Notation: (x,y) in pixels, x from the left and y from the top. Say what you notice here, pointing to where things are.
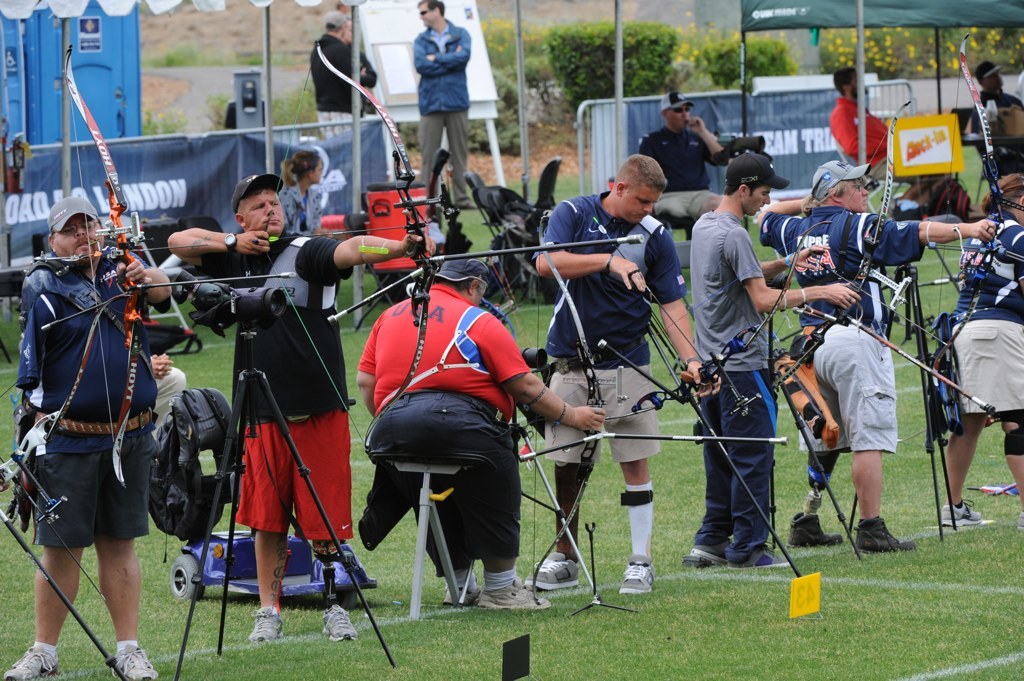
In the background (734,62) we can see the plants (734,62). In this picture we can see plants (163,129), flowers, railings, banners (39,156), grass (733,651), people (481,269), stands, camera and objects (979,8). We can see men (67,228) holding bows (139,319) and arrows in their hands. We can see few people (473,284) are sitting on the chairs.
